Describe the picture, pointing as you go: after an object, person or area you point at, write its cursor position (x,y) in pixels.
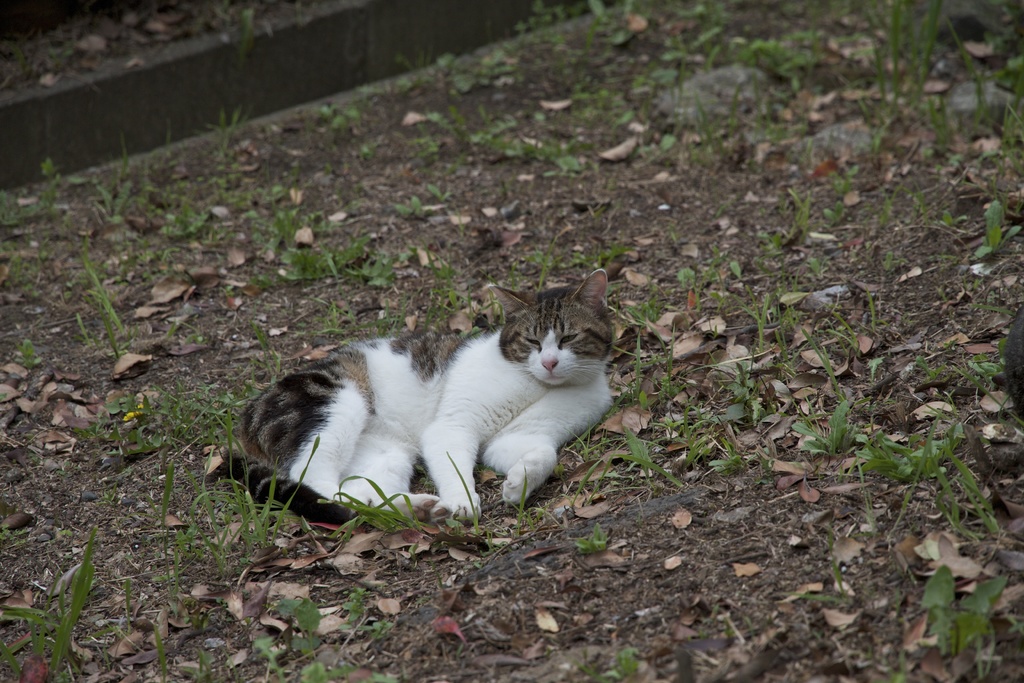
In the center of the image (430,380) we can see a cat (379,419). At the bottom (336,557) there is grass (767,471) and we can see leaves (718,386).
